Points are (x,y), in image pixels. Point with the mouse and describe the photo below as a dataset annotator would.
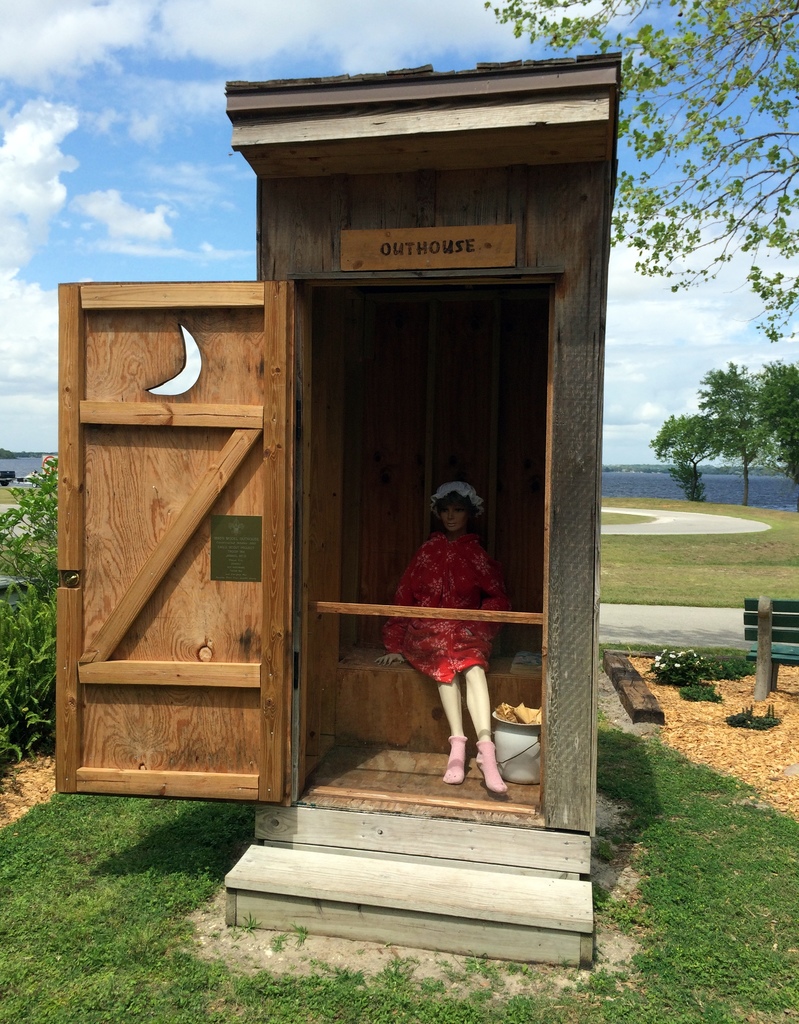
In this picture I can see there is a wooden room (432,849) and there is a doll (412,652) of a woman (435,585) sitting in it. There is a wooden door (114,386) and there is grass (345,1003) around it and there is a bench (786,635) into right and a plant (6,648) on to left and there is a tree (693,481), sea (612,473) in the backdrop (704,481) and the sky (100,138) is cloudy.
